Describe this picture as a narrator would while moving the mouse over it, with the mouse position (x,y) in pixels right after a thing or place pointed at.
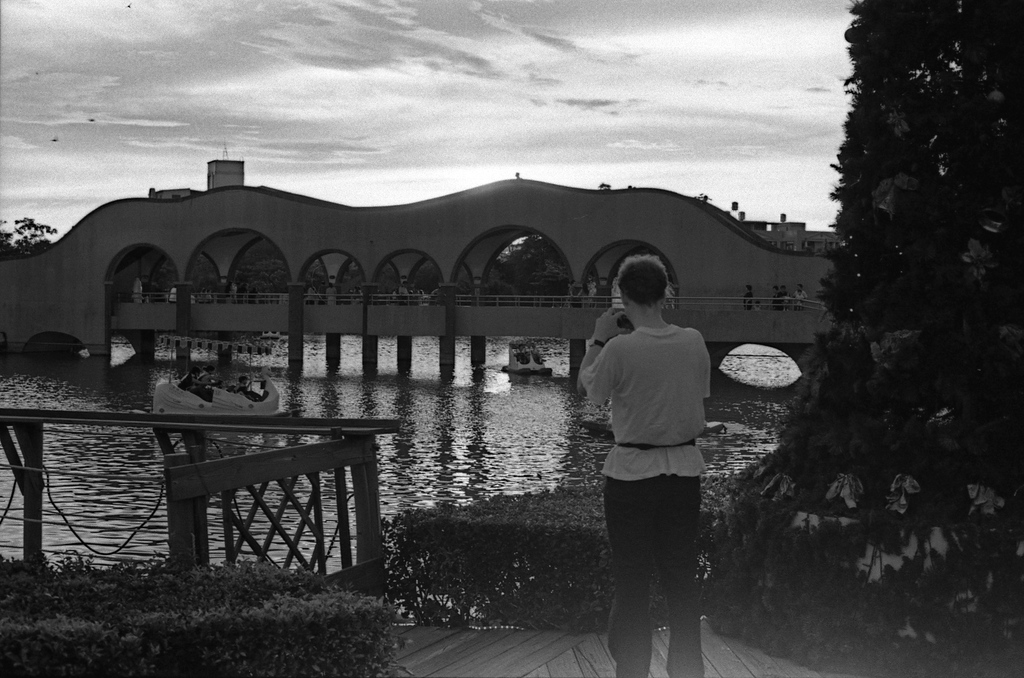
In this picture there is a woman (654,401) who is holding a camera (624,325). In the back (540,352) I can see the boats (225,401) on the water (529,426), beside that I can see the bridge (205,314) and some persons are crossing the bridge (783,343). At the bottom (492,578) I can see the plants (389,569) near to the fencing (362,523). At the top (513,48) I can see the sky (539,44) and clouds (521,51). On the right (946,321) I can see the trees (948,411). In the top left corner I can see some birds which are flying.
